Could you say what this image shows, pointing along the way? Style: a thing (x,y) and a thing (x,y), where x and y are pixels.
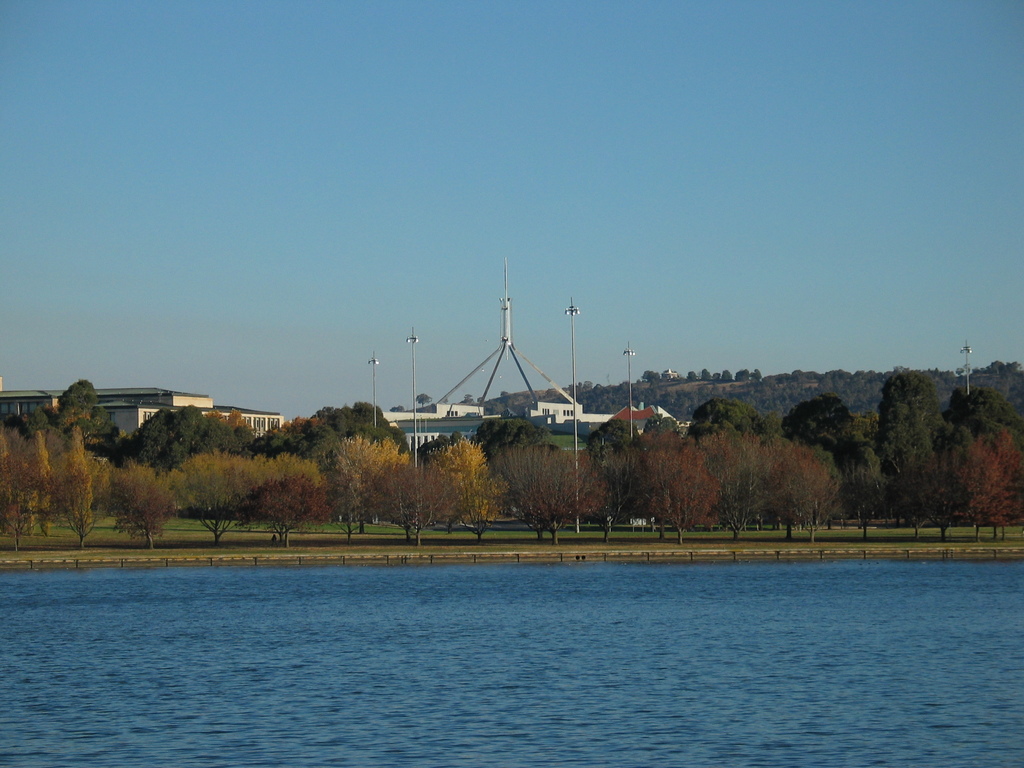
In this image we can see some trees (458,482), buildings (267,424), poles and other objects (762,557). At the top of the image (510,230) there is the sky (558,103). At the bottom of the image (413,665) there is water (360,693).
